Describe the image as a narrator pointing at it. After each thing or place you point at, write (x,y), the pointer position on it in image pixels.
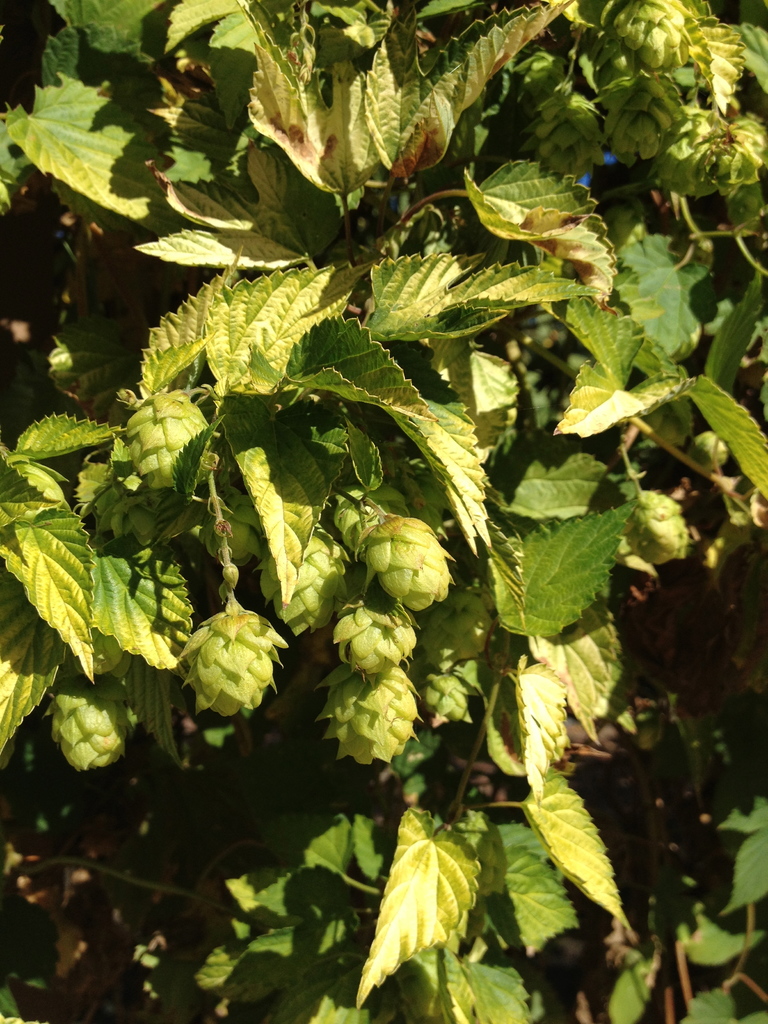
In this picture we can see some green fruits (237,652) on the tree (408,372). In the front side (375,331) there are some leaves (275,448).
